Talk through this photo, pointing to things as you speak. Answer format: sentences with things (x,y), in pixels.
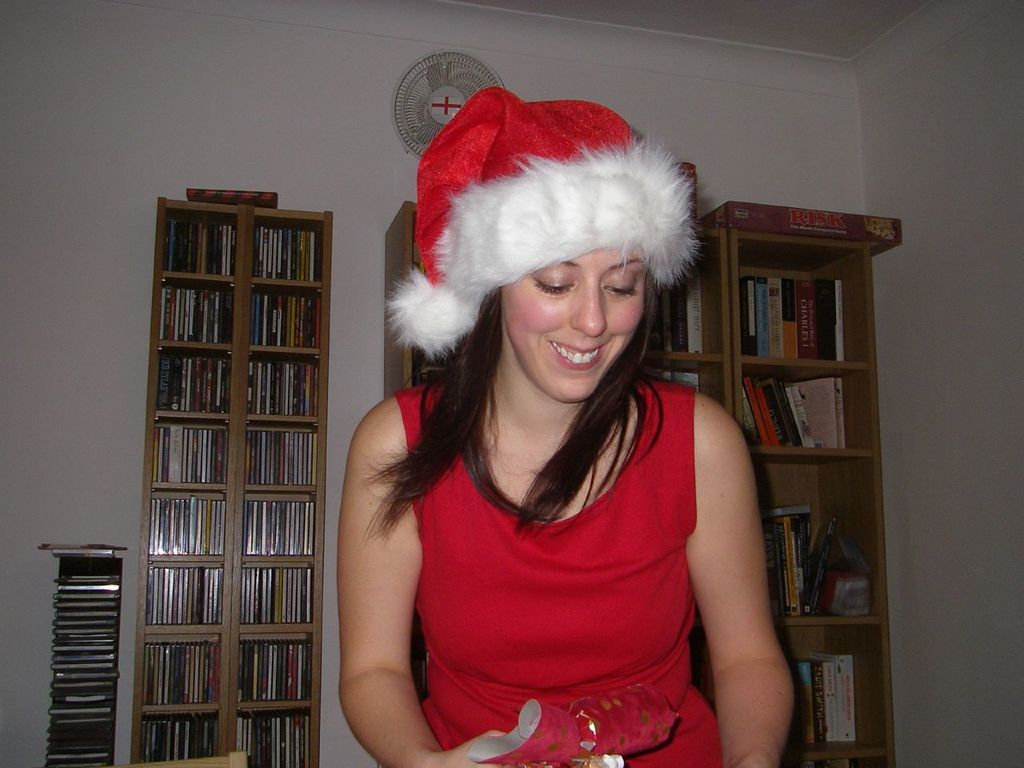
This picture is clicked inside. In the center (561,448) there is a woman (563,574) wearing red color dress (628,551), smiling seems to be sitting and holding some object (540,725). In the background (321,190) we can see the wall (315,76), table fan (419,104) and the cabinets (248,707) containing many number of books (822,705) and there are some objects (60,713) placed on the ground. In the background (319,107) we can see the wall (769,54) and the roof (814,24).
